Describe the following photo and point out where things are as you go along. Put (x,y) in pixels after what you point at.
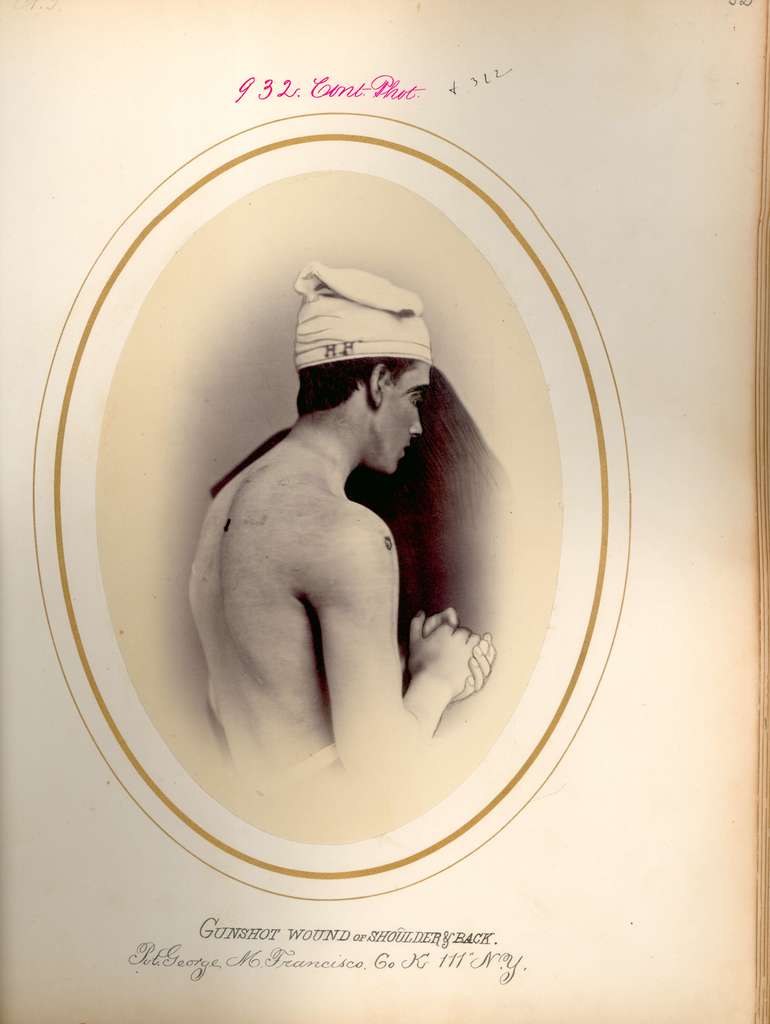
This picture is consists of a photograph (330,306) in the image.
